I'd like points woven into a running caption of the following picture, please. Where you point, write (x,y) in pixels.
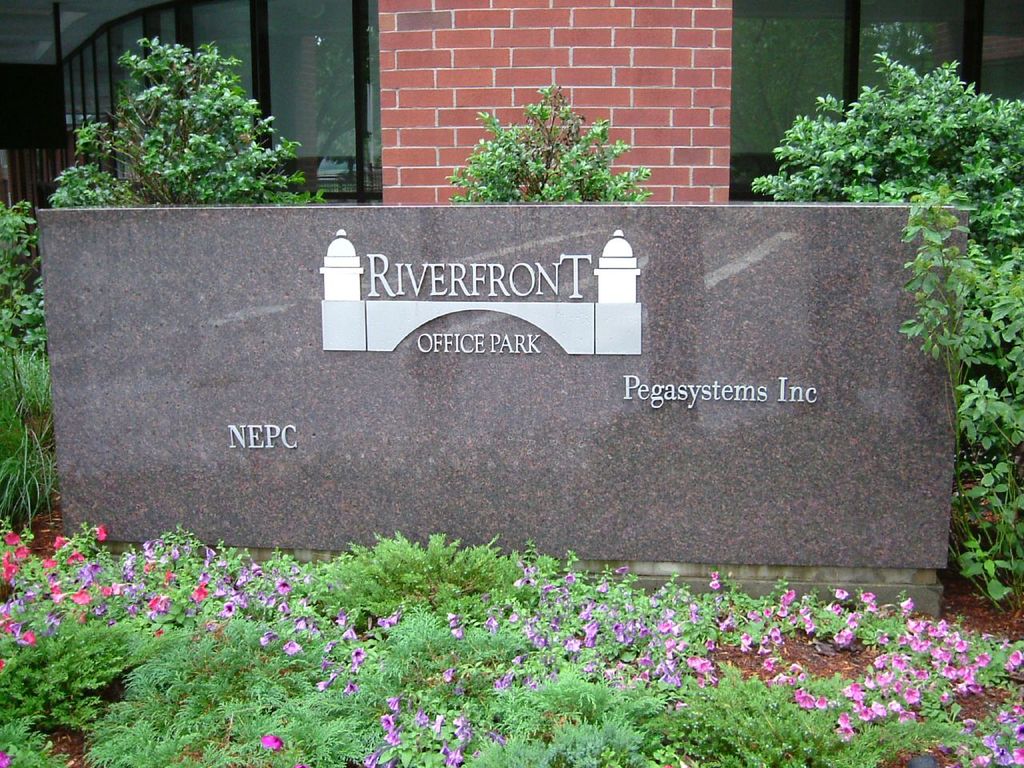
In this image I can see few flowers (85,597) in purple and pink color, plants (460,607) in green color and I can also see the concrete board (262,415) and something written on it. In the background (392,115) I can see the building (611,65) in brown color and I can also see few glass doors (829,47).
